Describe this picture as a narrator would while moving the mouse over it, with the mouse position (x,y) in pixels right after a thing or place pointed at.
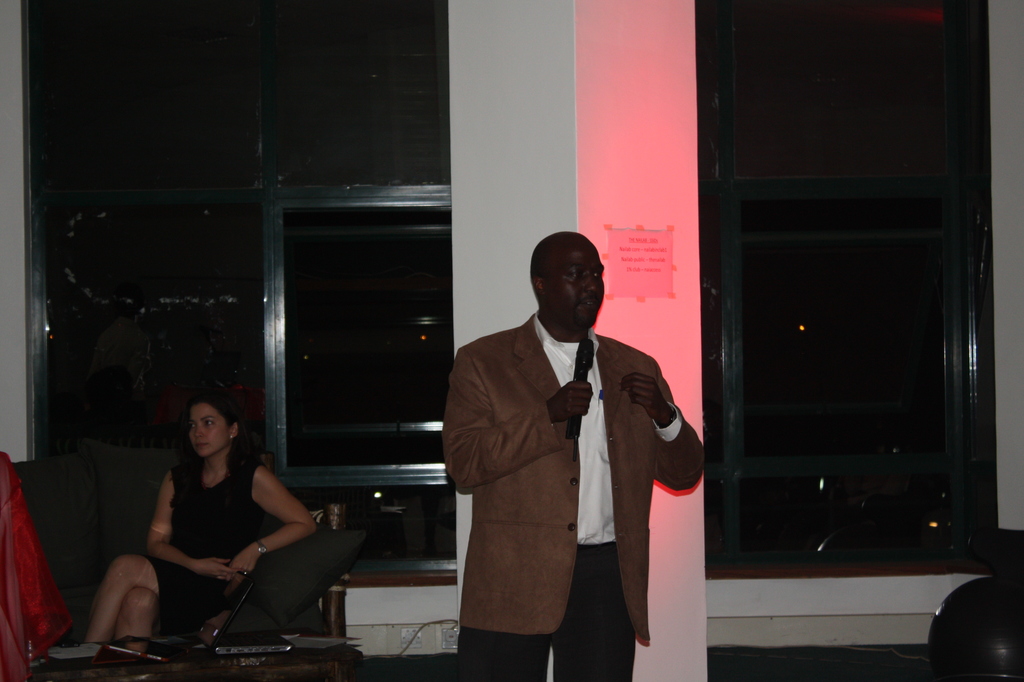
There is a man (595,484) talking on mic (583,356), beside him there is a woman (209,571) sat on sofa (295,582) at background (675,192) there is red light (683,226), on whole background (305,410) its dark.
